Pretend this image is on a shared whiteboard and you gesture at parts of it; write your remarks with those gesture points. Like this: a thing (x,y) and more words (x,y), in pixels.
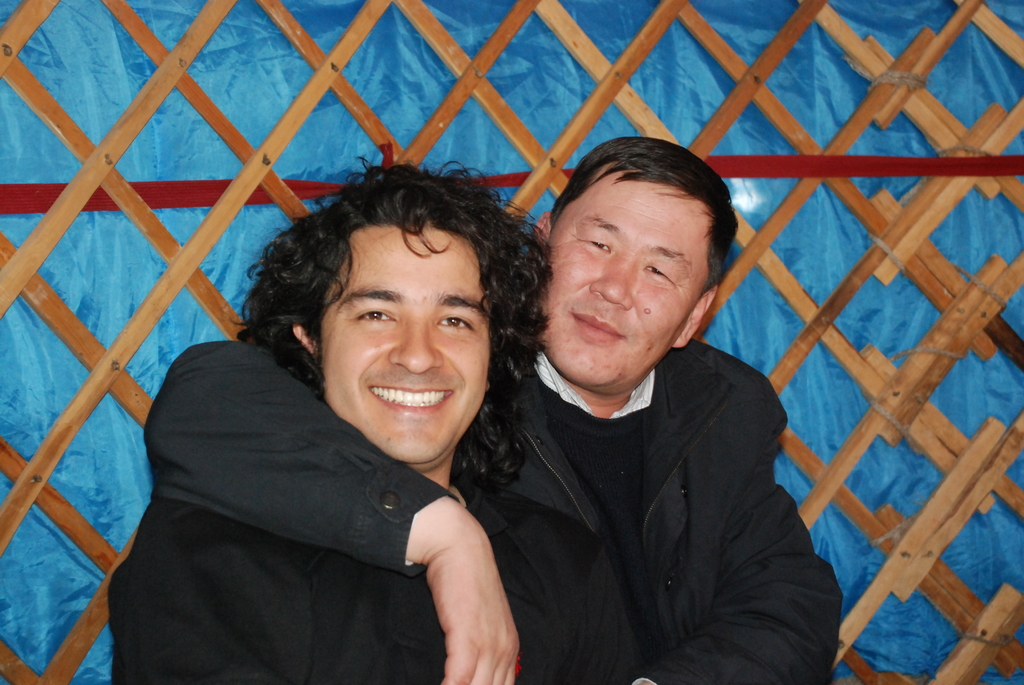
In this image, there are a few people (269,486). In the background (279,109), we can see some blue colored cloth (970,395) with a ribbon (999,163) and some wooden objects (968,595).
